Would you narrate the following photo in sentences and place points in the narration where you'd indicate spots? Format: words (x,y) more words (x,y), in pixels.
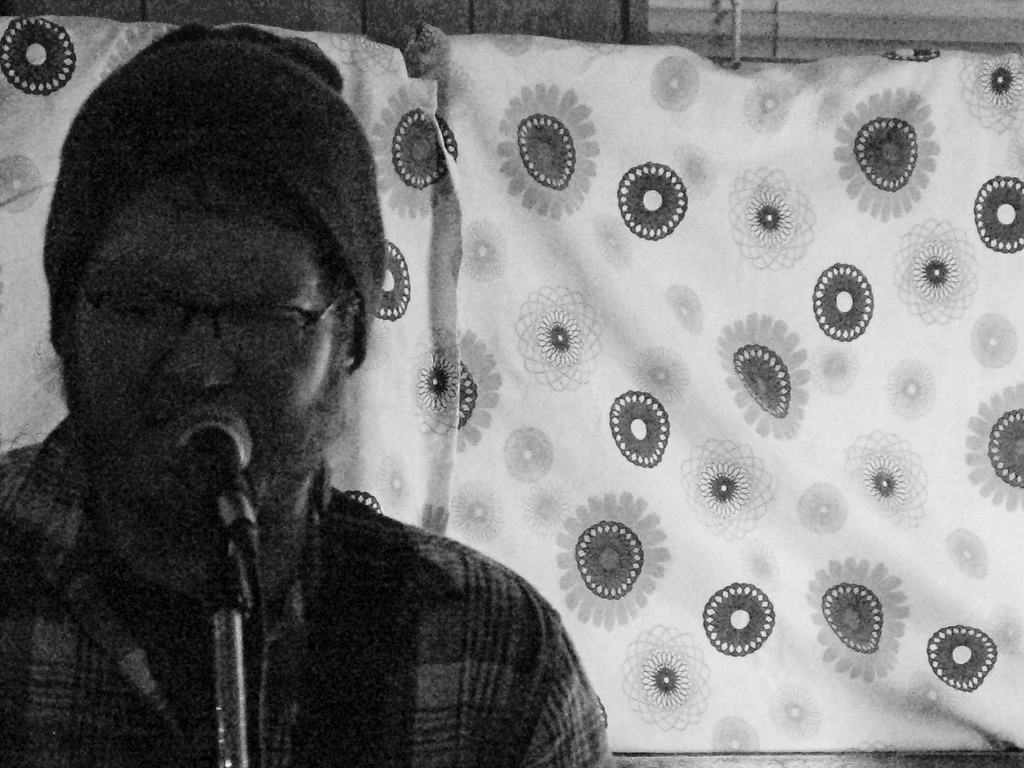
On the left side (269,531) a man (288,512) is singing on the microphone (251,537), he wore spectacles (261,335), cap (251,176), shirt (264,683).
